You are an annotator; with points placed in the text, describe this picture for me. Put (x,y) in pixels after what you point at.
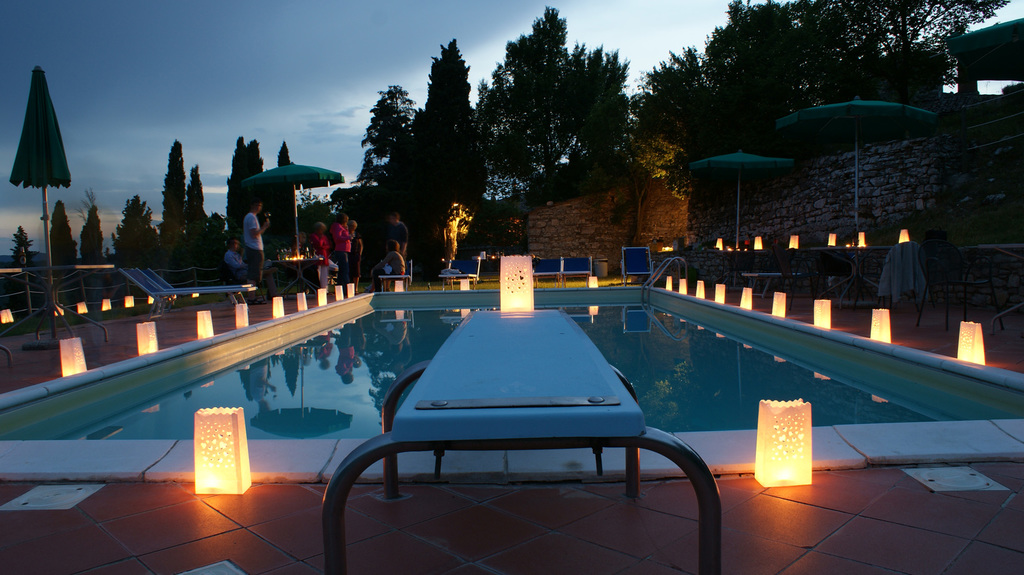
In this picture we can see a swimming pool (697,405) decorated with lights (303,304) around it. In the background (415,251), we can see people (353,239) and trees (634,124).
